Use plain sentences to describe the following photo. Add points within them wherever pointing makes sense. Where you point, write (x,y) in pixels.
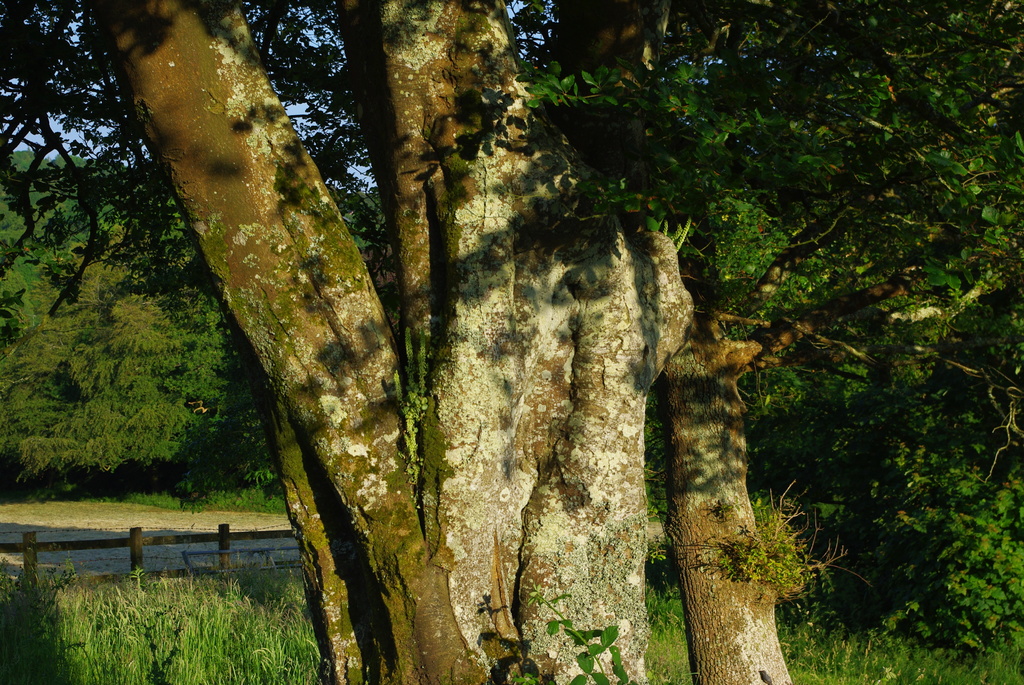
In the image in the center (349,286), we can see the sky (366,164), trees (895,394), plants (941,363), grass (71,607) and fence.
